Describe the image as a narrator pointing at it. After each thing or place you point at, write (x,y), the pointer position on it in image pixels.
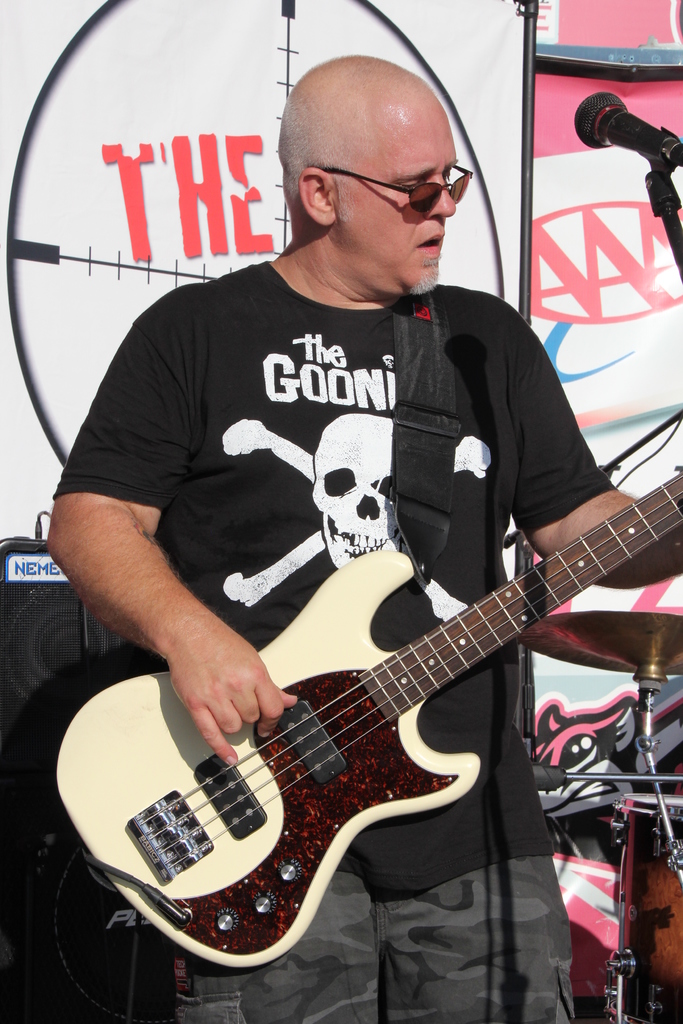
In the image we can see there is a man (249,983) who is holding a guitar (277,780) and in front of him there is a mike (618,144) with stand (675,244).
